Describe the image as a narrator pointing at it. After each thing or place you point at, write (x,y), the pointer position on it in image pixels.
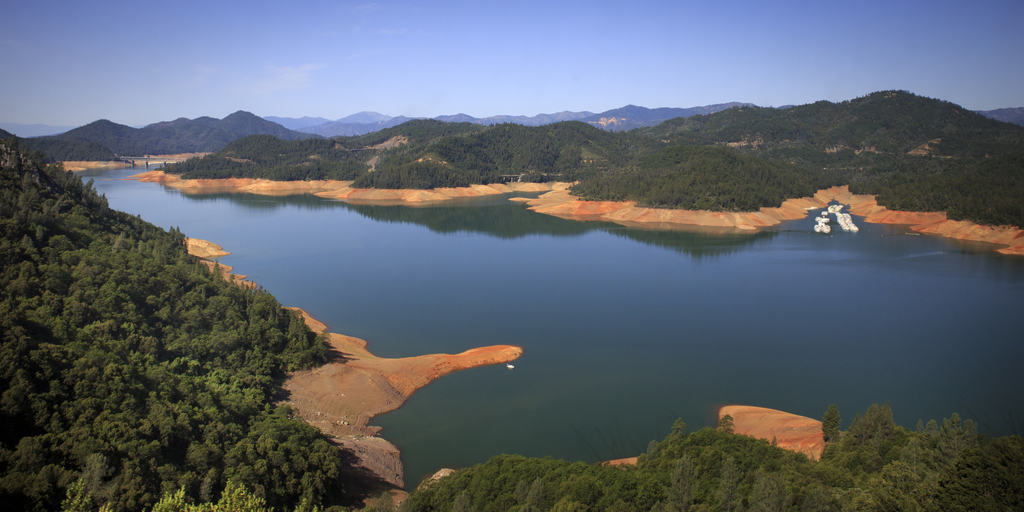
In this picture I can see the lake (478,297). In the background (877,133) I can see many trees (622,180) and mountains (622,180). At the top (623,37) I can see the sky (500,26) and clouds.
